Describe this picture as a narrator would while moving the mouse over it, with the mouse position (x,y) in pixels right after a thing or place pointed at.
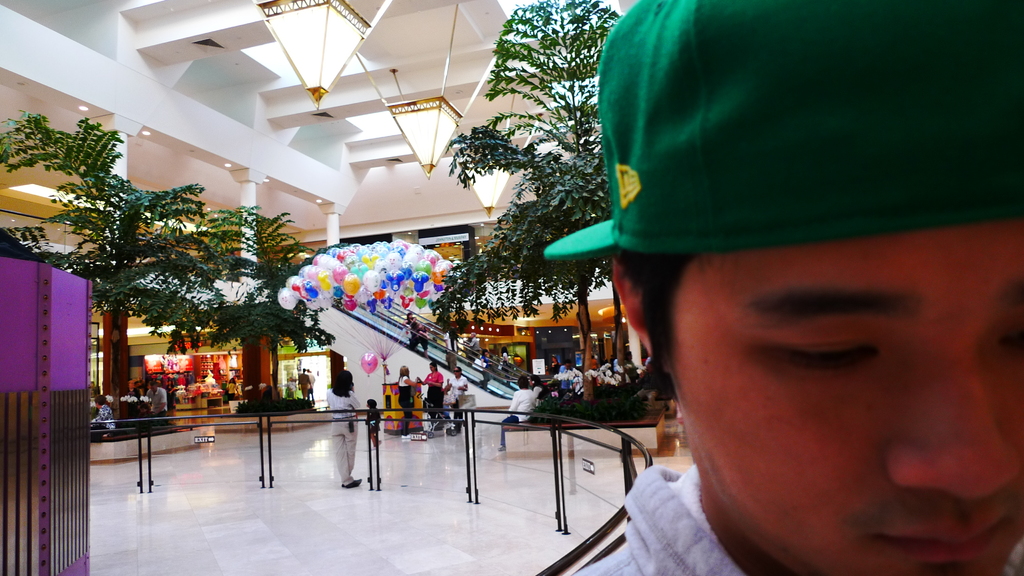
In the foreground (814,285) we can see a person (789,475) wearing dress (687,545) and a green cap (722,203). In the background (547,573), we can see metal barricade (381,426), a group of people (344,427) standing on floor (394,535), balloons (353,299), a group of trees (588,327) and the staircase (503,386) and some lights (402,122).
